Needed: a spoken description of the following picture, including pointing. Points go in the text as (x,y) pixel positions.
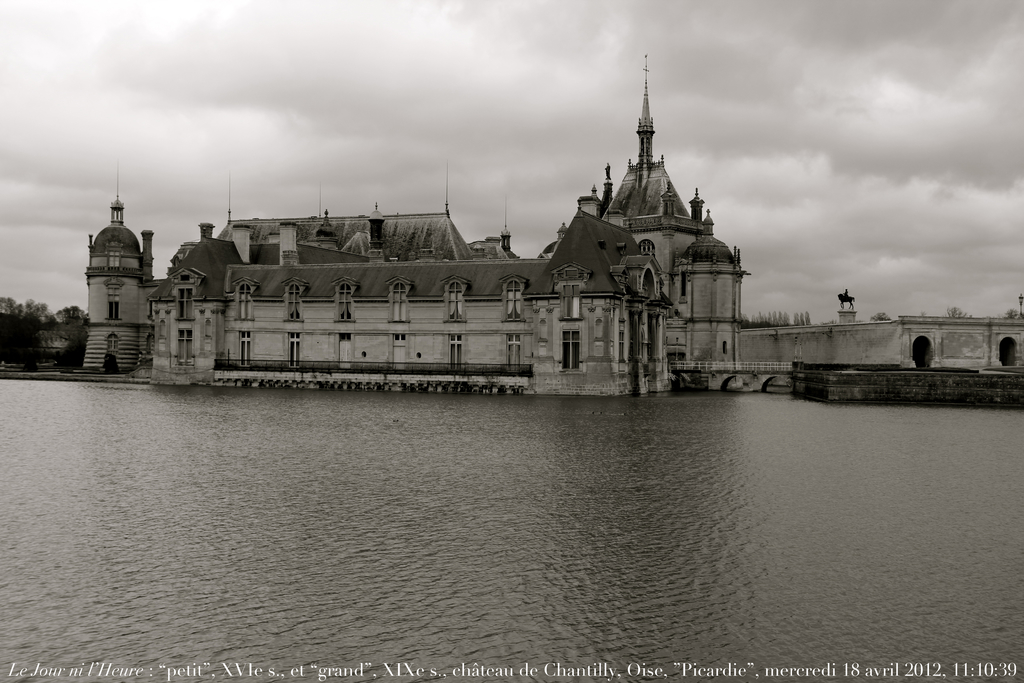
We can see water (752,581) and building (264,336). Background (48,223) we can see trees (78,325) and sky (243,42). Bottom of the image (18,672) we can see text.
